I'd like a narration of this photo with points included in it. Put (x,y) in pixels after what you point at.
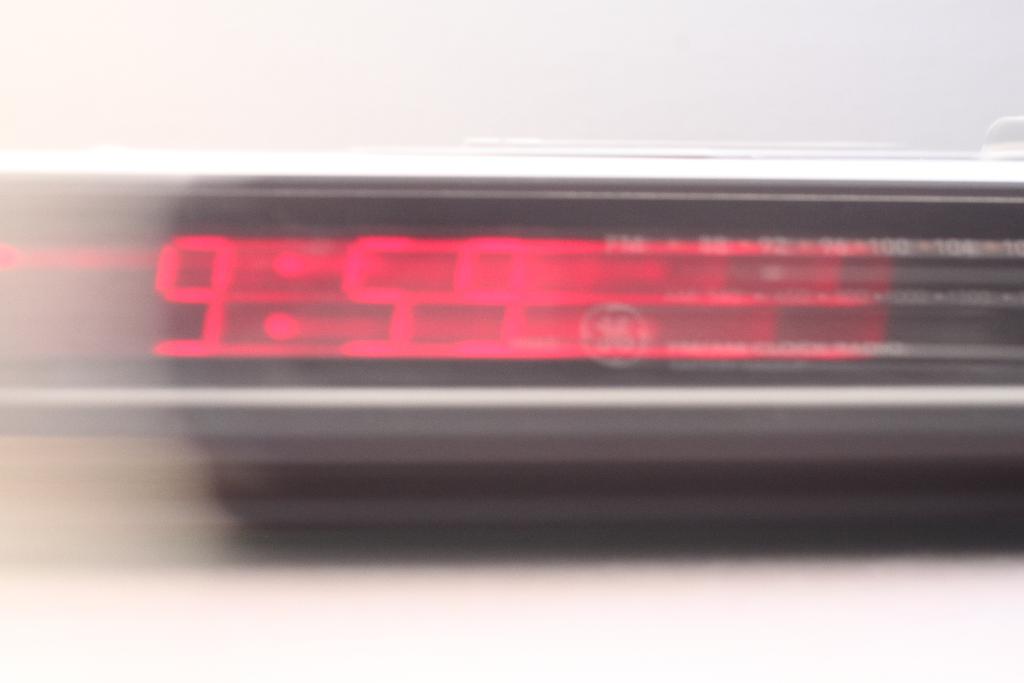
In this picture i can see the time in the digital clock (358,203). At the top (59,10) it maybe the wall (497,50).
